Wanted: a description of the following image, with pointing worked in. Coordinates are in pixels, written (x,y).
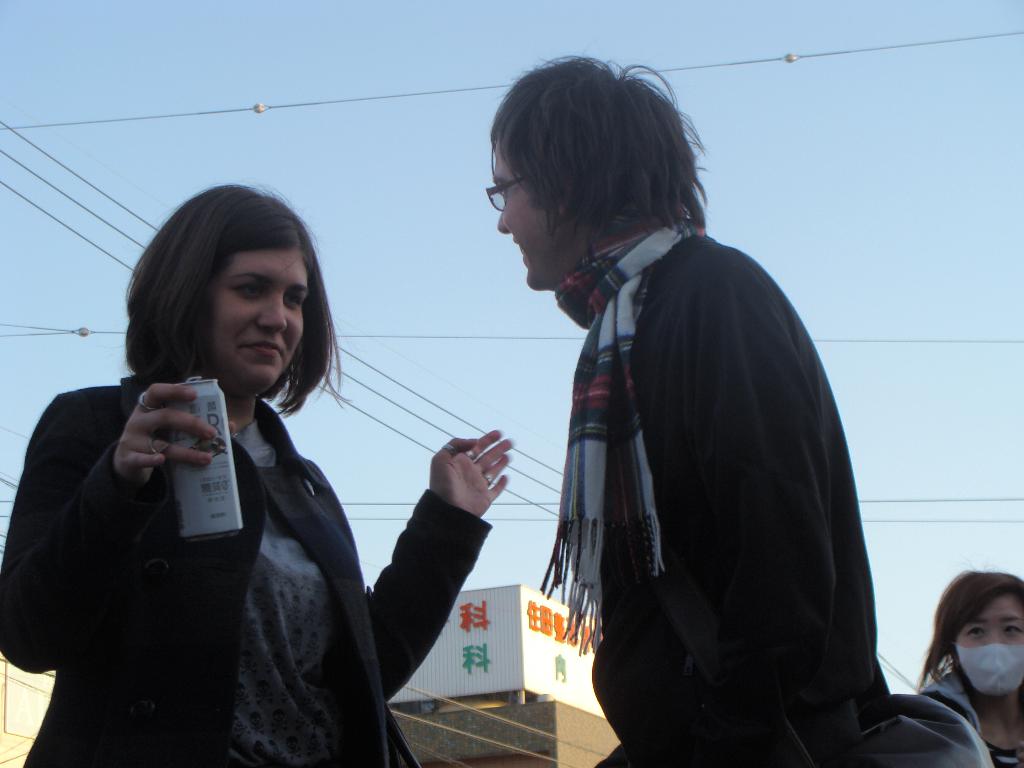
In this picture I can observe a woman (313,587) and a man (498,174). One of them is holding a tin (221,456) in her hand (180,391) and the man (599,210) is wearing spectacles (493,196) and scarf (593,291) around her neck (594,265). Both of them are smiling. In the background (514,751) I can observe a building (489,730), wires (463,338) and sky (373,248).
